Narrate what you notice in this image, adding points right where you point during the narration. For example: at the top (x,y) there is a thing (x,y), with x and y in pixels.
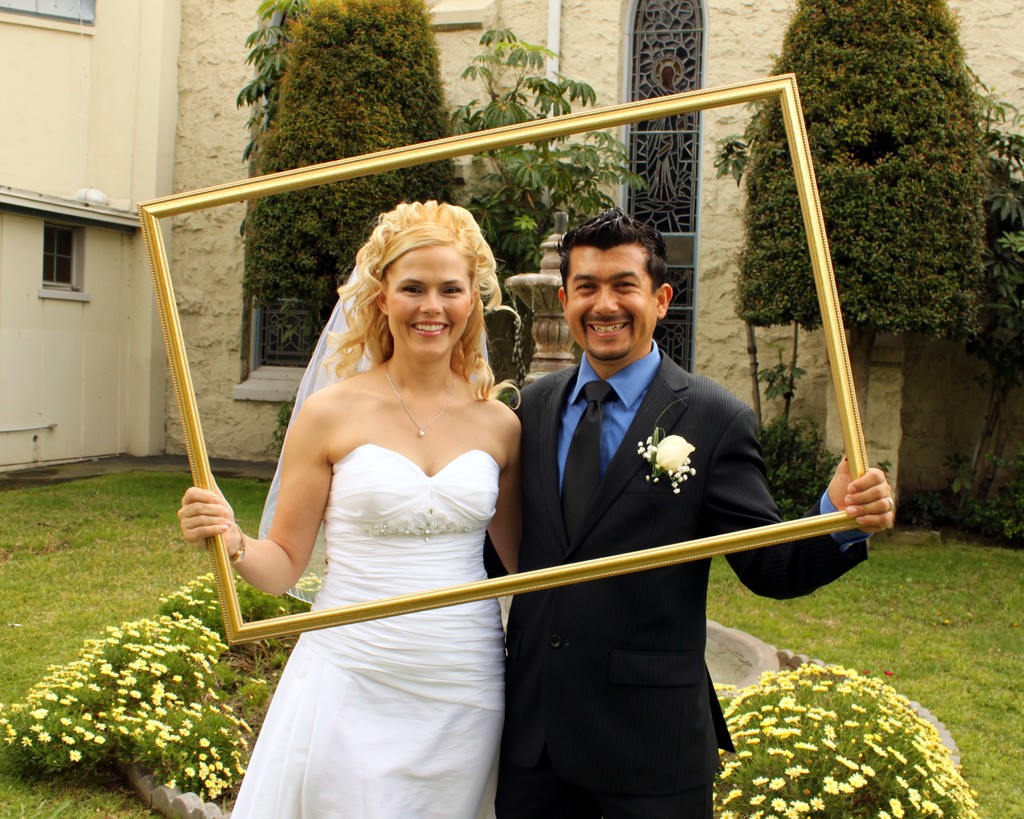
In this image we can see a woman (310,729) wearing white dress (373,719) and man (633,646) wearing black blazer (650,494), tie (577,504) and blue shirt (615,436) are holding a frame (805,192) in their hands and smiling. In the background (925,664), we can see the flowers (893,714), grass (942,629), trees (911,156) and a stone building (446,5).
